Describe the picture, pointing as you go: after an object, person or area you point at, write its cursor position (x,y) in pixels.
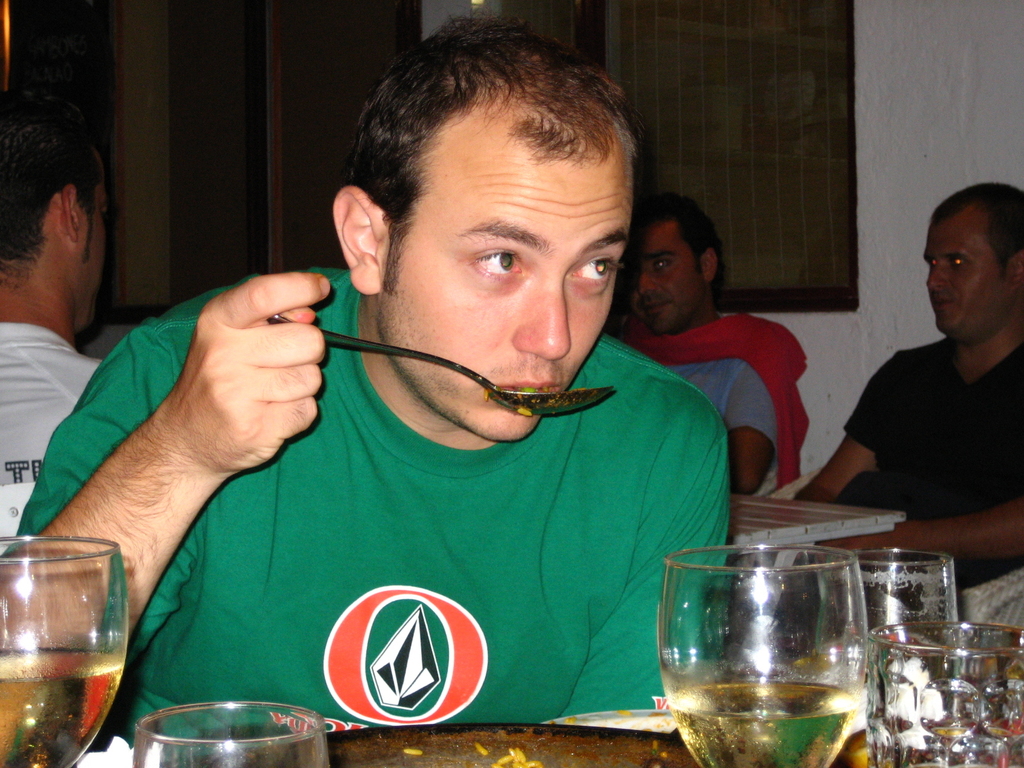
In this picture we can see four persons (765,437) sitting in front of tables (768,518), there are glasses (693,709) on this table (379,738), this man (551,708) is holding a spoon (523,413), in the background (822,319) there is a wall (919,226).
